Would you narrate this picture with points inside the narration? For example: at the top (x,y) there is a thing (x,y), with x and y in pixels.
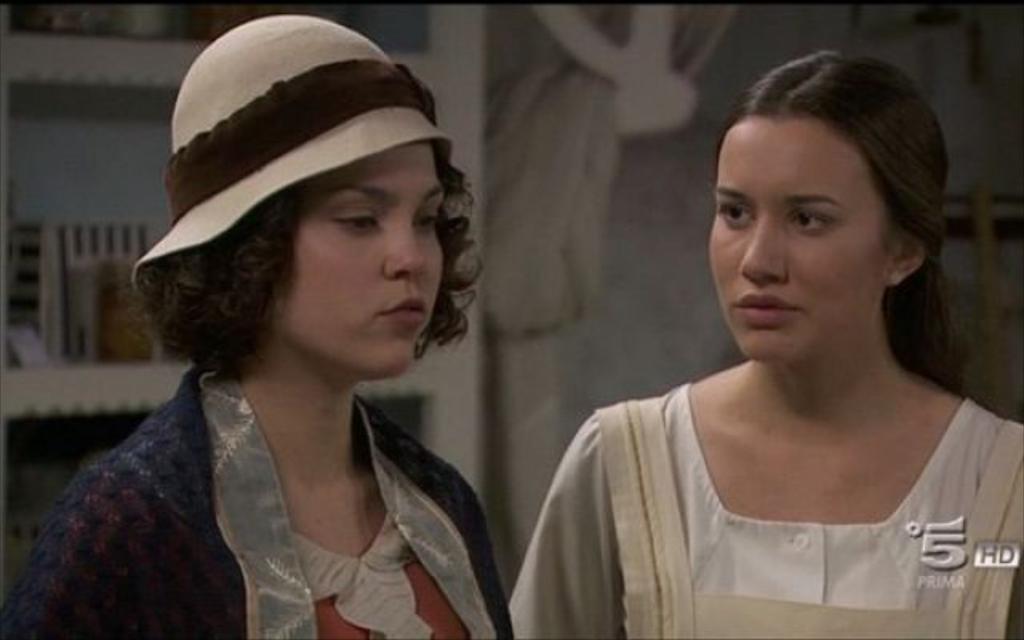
Here I can see two women (620,461). The woman (792,284) who is on the right side (785,561) is looking at the other woman (320,396). The woman (320,352) who is on the left side (273,406) is wearing a cap (282,132) on the head (296,201) and looking at the right side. In the background (590,315) there is a wall (595,299). On the left side (26,222) there is a rack (69,57) in which few objects (100,300) are placed.
